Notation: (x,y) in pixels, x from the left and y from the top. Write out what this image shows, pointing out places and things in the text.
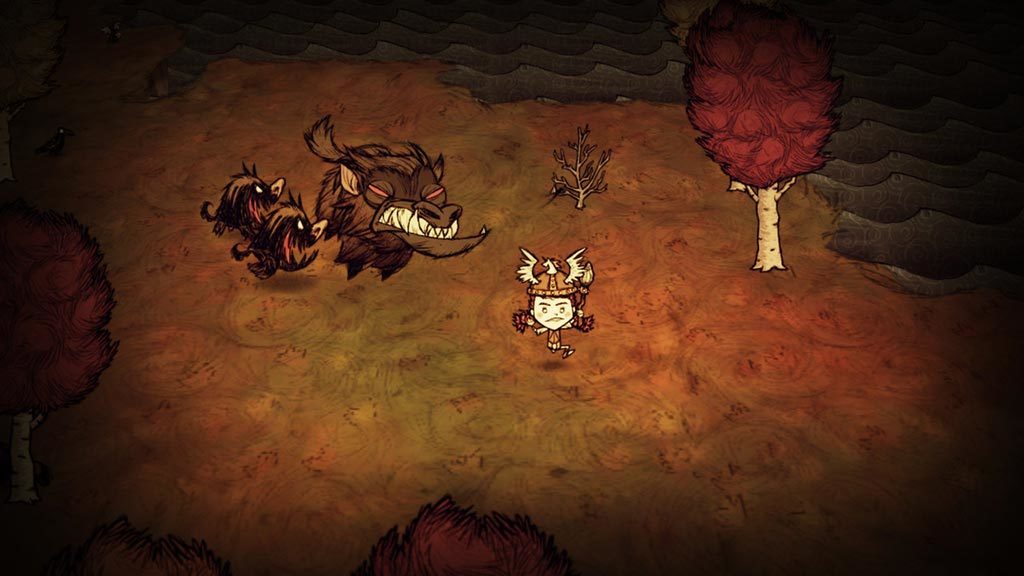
In this image I can see paintings (549,259) of trees (6,43), animals (374,171), grass (408,267) and a person (570,308). This image looks like a graphical image.
